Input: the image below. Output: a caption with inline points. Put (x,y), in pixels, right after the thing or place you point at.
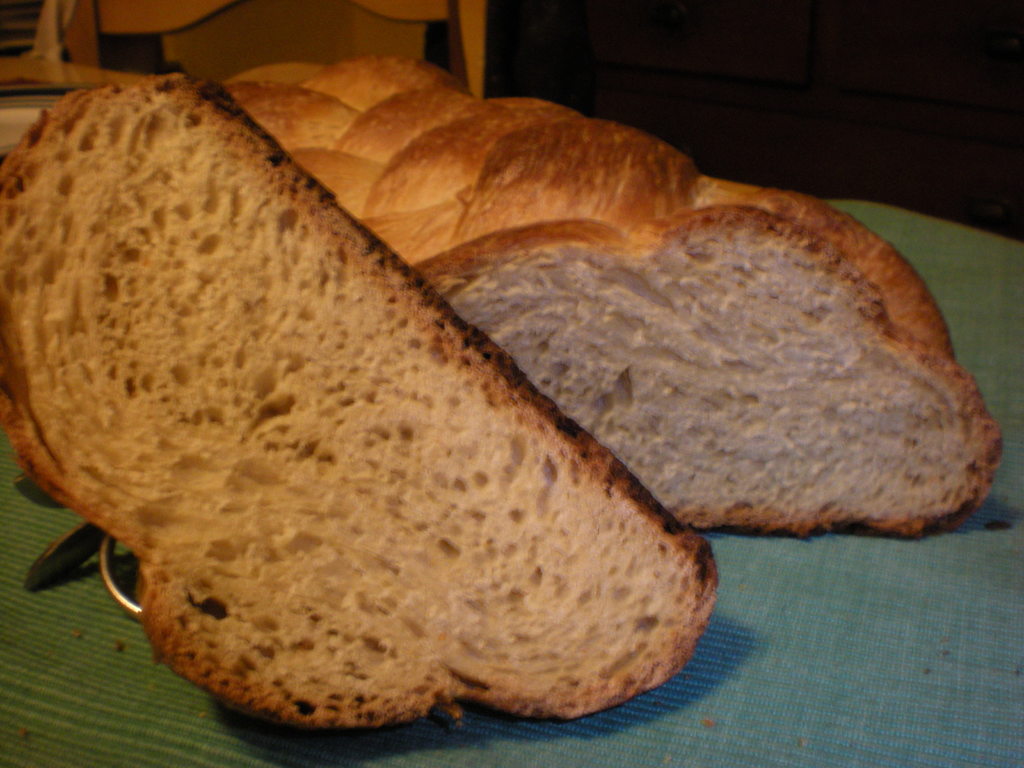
In this picture there are two brown bread slice (535,664) placed on the green cloth (910,712).
